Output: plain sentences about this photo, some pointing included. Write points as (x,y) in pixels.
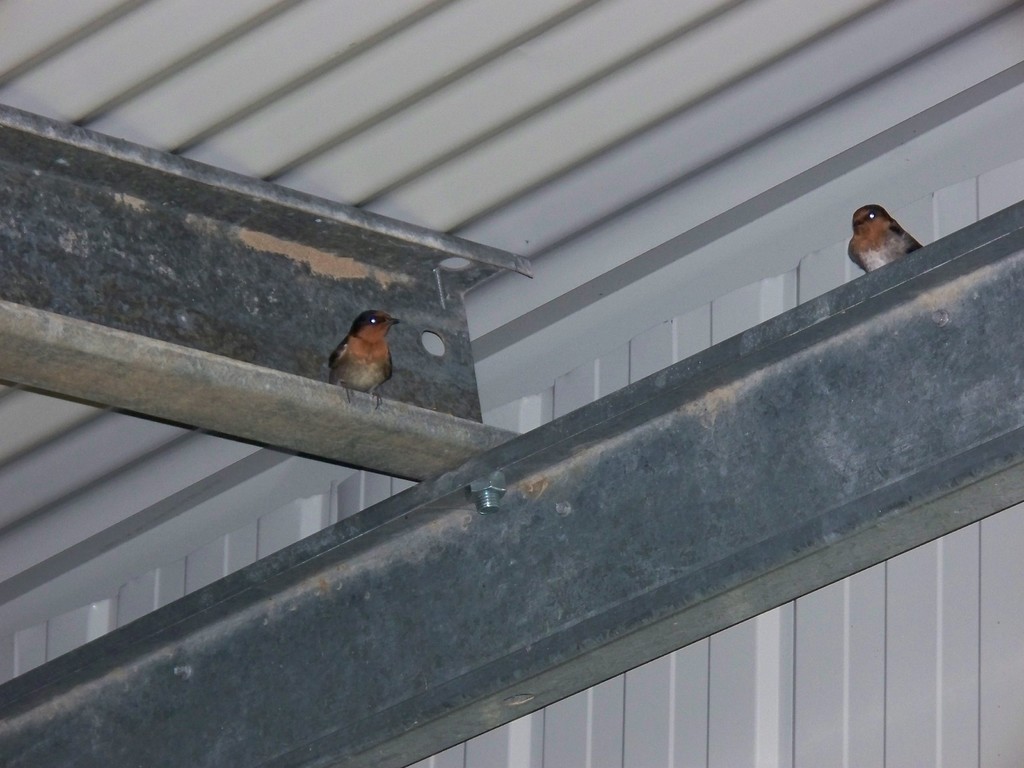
In this given picture, I can see two iron metal rods (559,426) and a shed (627,116), Towards right (890,281) i can see a bird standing on a iron rod (873,296), towards left (339,370) we can see a another bird (379,369) standing on a rod (398,331).
